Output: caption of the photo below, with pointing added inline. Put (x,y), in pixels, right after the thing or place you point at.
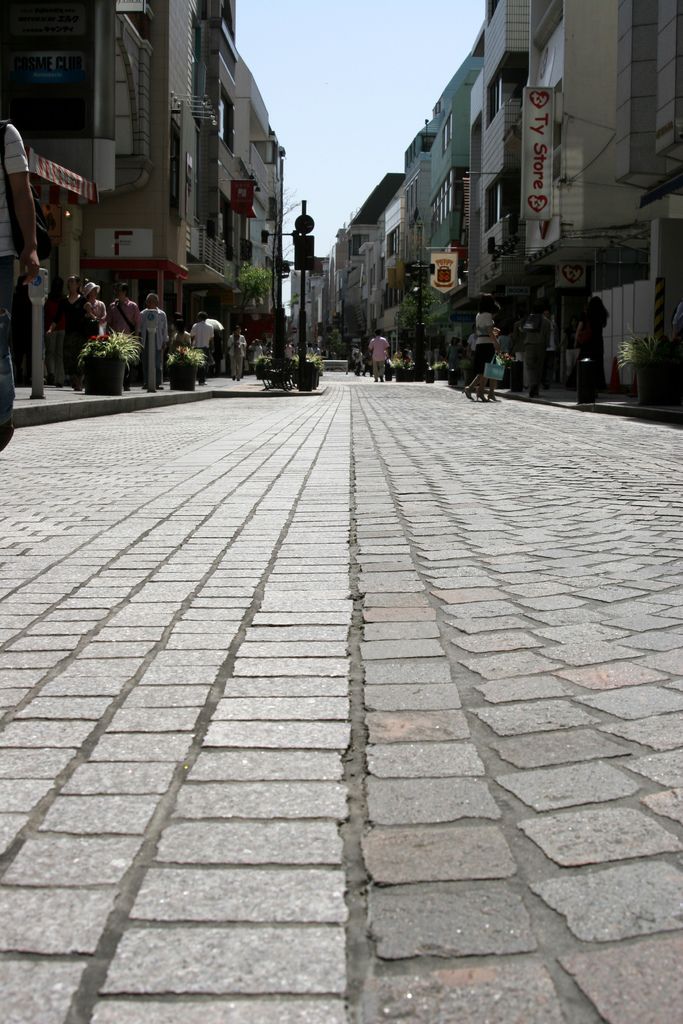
This picture is clicked in the city. In this picture, we see people (360,361) walking on the road (351,402). On the left side (56,291), we see people (8,390) walking on the sidewalks (41,406). Beside them, we see flower pots (121,369) and a pole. On either side of the picture, there are buildings (263,183). At the top of the picture (282,111), we see the sky (315,216).
